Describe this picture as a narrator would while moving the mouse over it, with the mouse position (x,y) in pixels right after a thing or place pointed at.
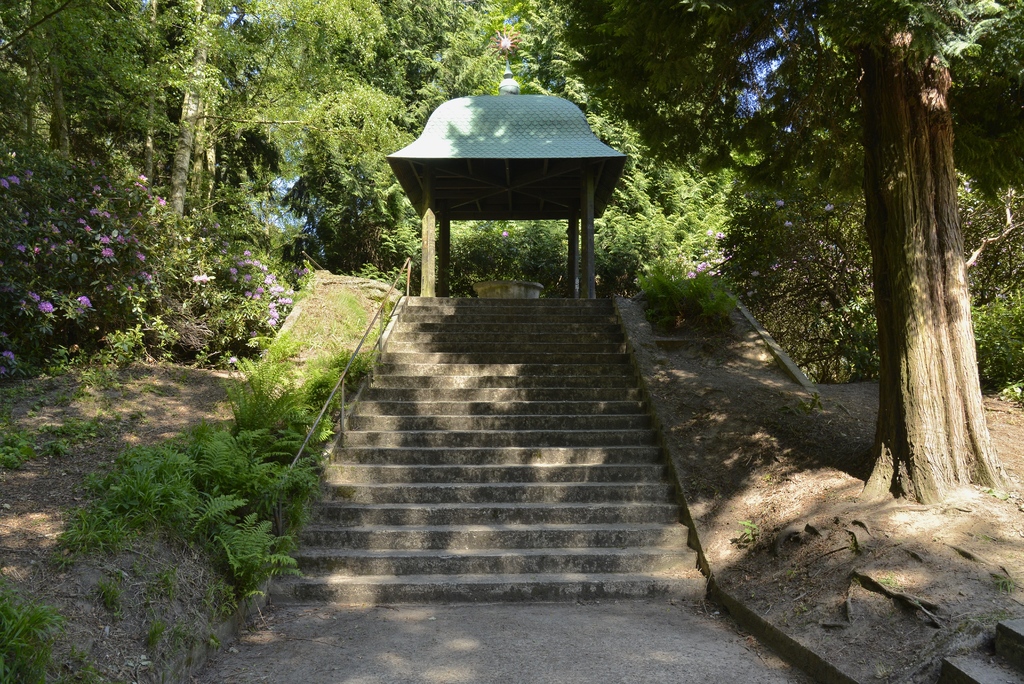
In this image we can see the stairs (601,375), plants (346,318), pergola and the trees (950,0) in the background (1008,336).
